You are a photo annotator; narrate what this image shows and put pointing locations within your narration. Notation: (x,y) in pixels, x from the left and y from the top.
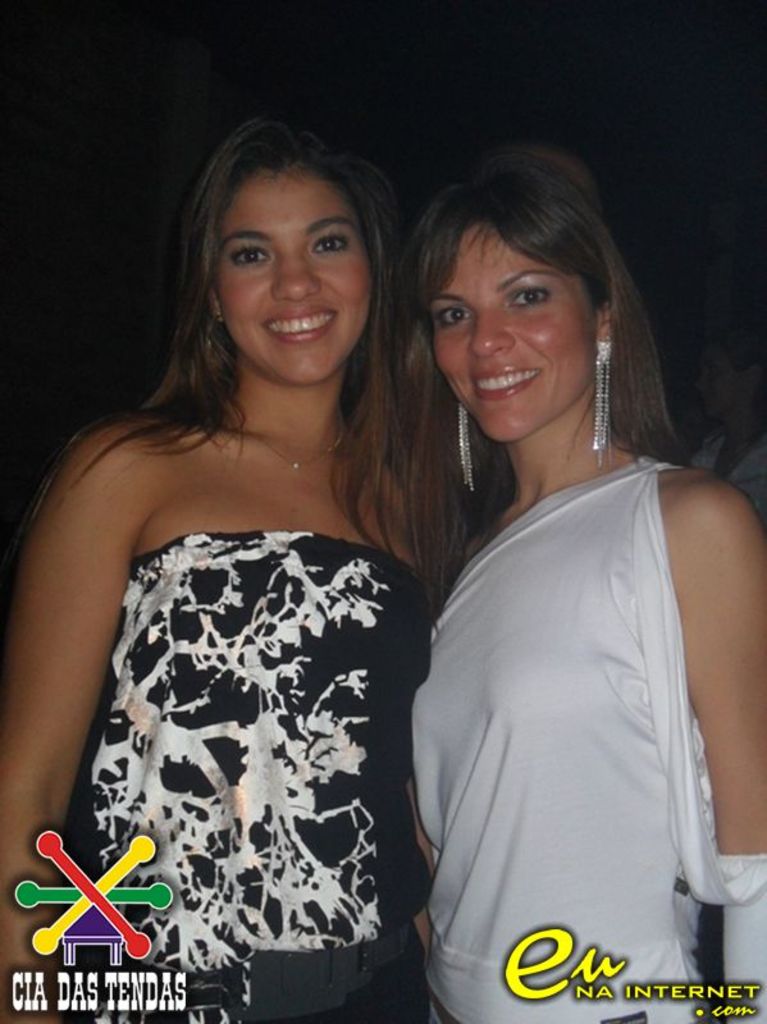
In front of the picture, we see two women (402,590) wearing the white and black dresses (511,590) are standing. Both of them are smiling and they are posing for the photo. On the right side (704,364), we see a woman (731,450) is standing. In the background (78,336), it is black in color. This picture might be clicked in the dark.
